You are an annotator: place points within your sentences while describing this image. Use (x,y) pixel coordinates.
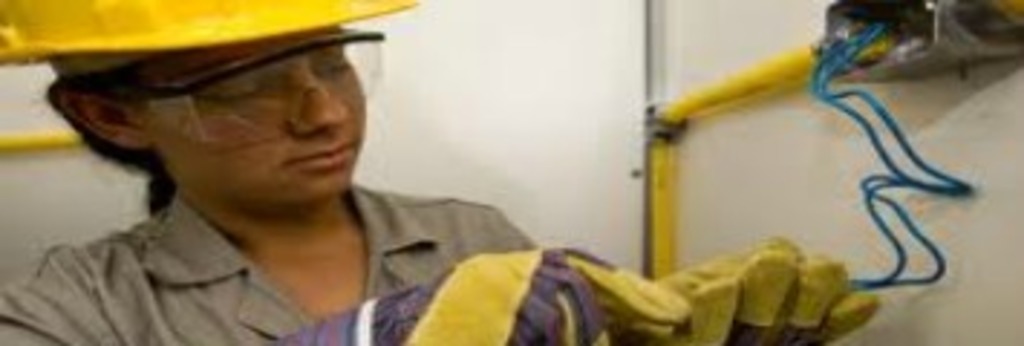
On the left side (252,226), there is a woman (197,245) in a gray color t-shirt (127,257), wearing a yellow color cap (137,11) and gloves (537,287) and holding blue color wires (932,249). On the right side (795,58), there is a yellow color pipe (664,187) attached to a white wall (693,133). In the background (36,137), there is another yellow color pipe (51,136) attached to a white wall (33,214).
